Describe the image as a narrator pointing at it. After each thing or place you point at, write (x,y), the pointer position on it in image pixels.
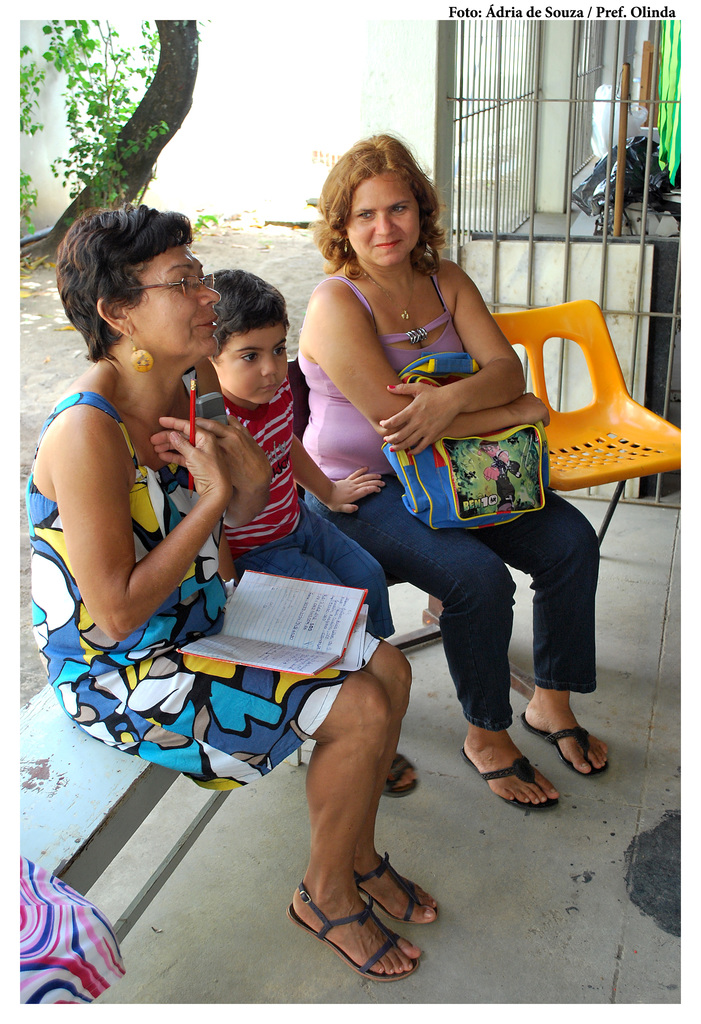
In this picture we can find two women (390,223) and one child (310,465) sitting on a bench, beside them there is one more chair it is in orange colour. In the background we can find a tree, plant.
